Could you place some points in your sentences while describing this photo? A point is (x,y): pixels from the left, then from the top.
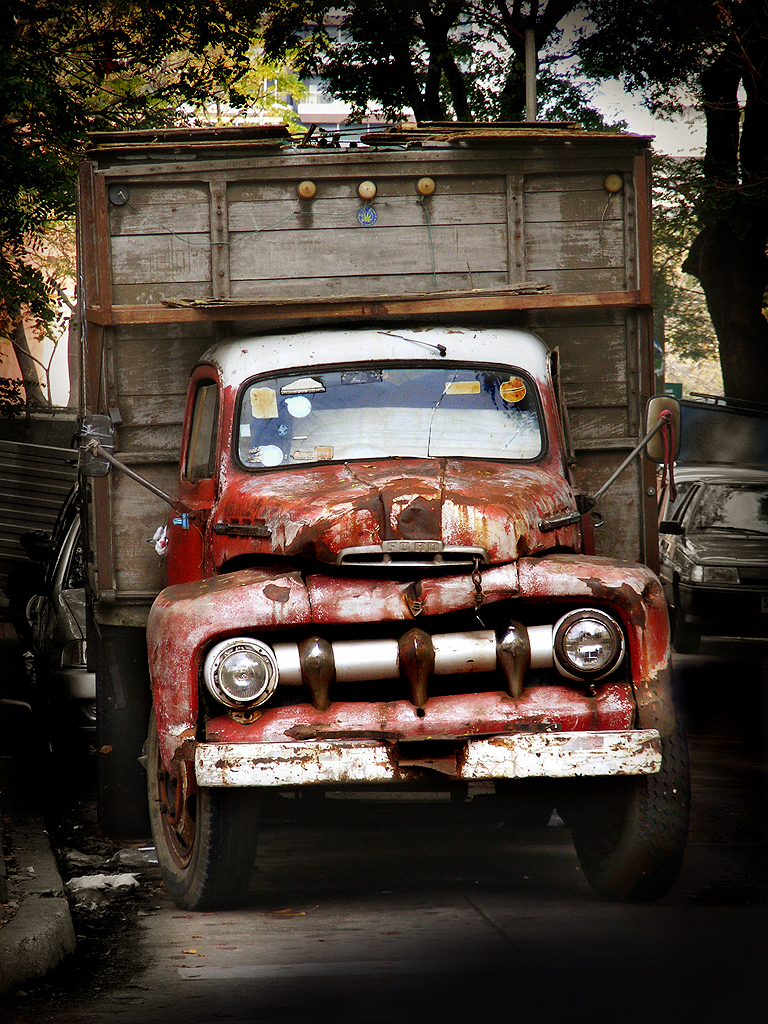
This picture shows a truck (227,476) and we see trees (8,84) and few cars (78,610) parked on the back (90,670) and on the side of the truck (628,510) and we see a cloudy Sky (641,129).
